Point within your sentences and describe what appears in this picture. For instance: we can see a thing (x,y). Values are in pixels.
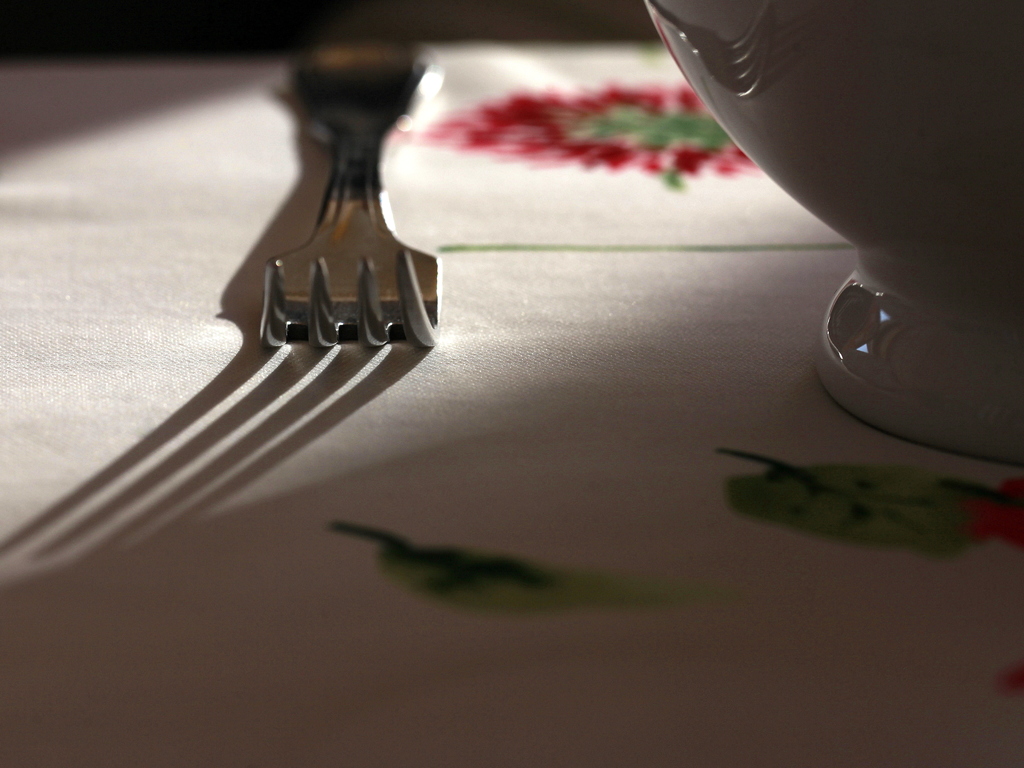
In this image we can see a fork (371,115) and a bowl (696,3) on the white color cloth (444,446).
